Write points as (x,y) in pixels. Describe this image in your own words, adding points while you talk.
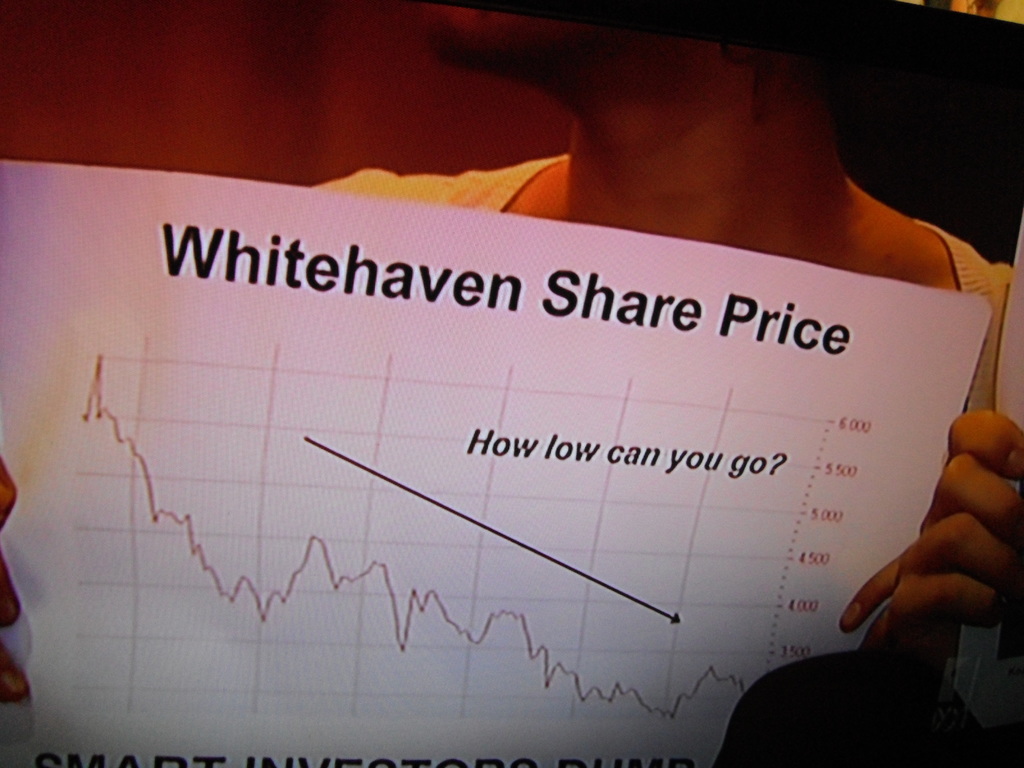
In this image, we can see a person (651,173) holding a white paper (360,469). There is some text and a graph (324,538) on the paper (332,554).
